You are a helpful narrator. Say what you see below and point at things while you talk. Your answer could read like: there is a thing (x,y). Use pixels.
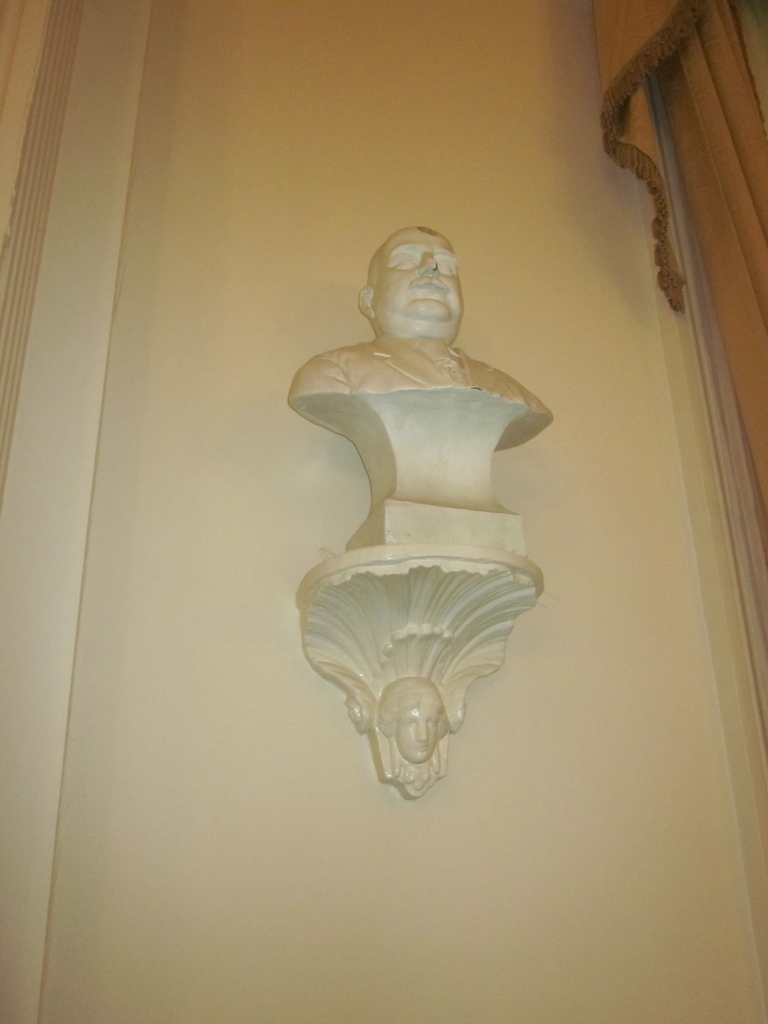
There are sculptures (397,551) attached to the white wall (339,531). On the right side (734,351), there is a curtain (669,278).
